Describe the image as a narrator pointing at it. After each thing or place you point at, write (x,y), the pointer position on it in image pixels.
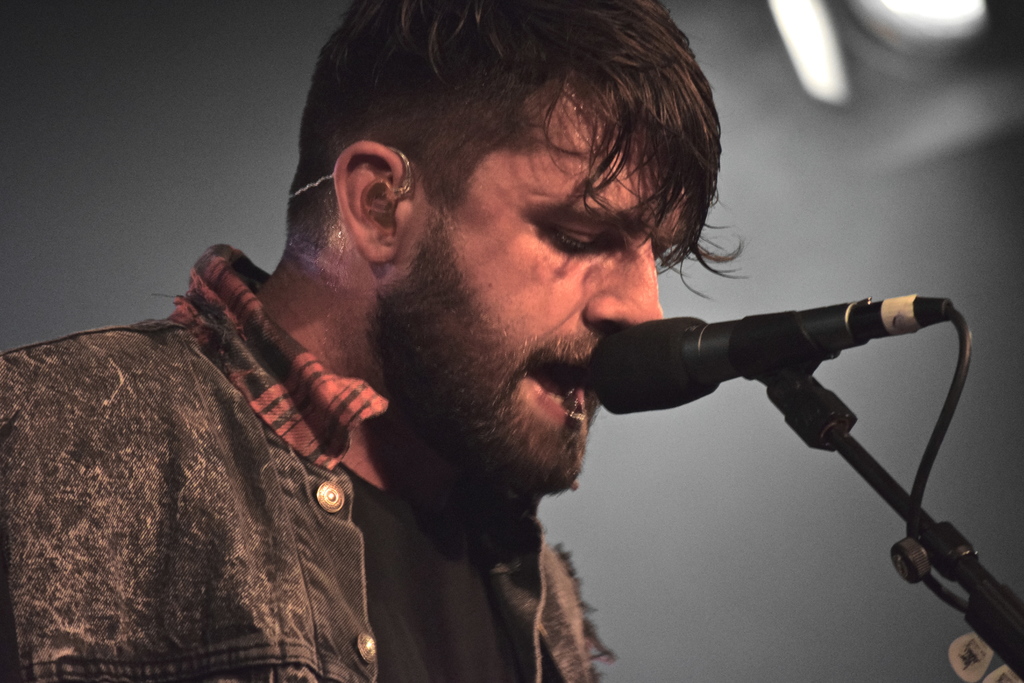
In this picture we can see a man (512,530) and in front of him we can see a mic (928,321) and in the background (959,12) we can see a light (835,81).
